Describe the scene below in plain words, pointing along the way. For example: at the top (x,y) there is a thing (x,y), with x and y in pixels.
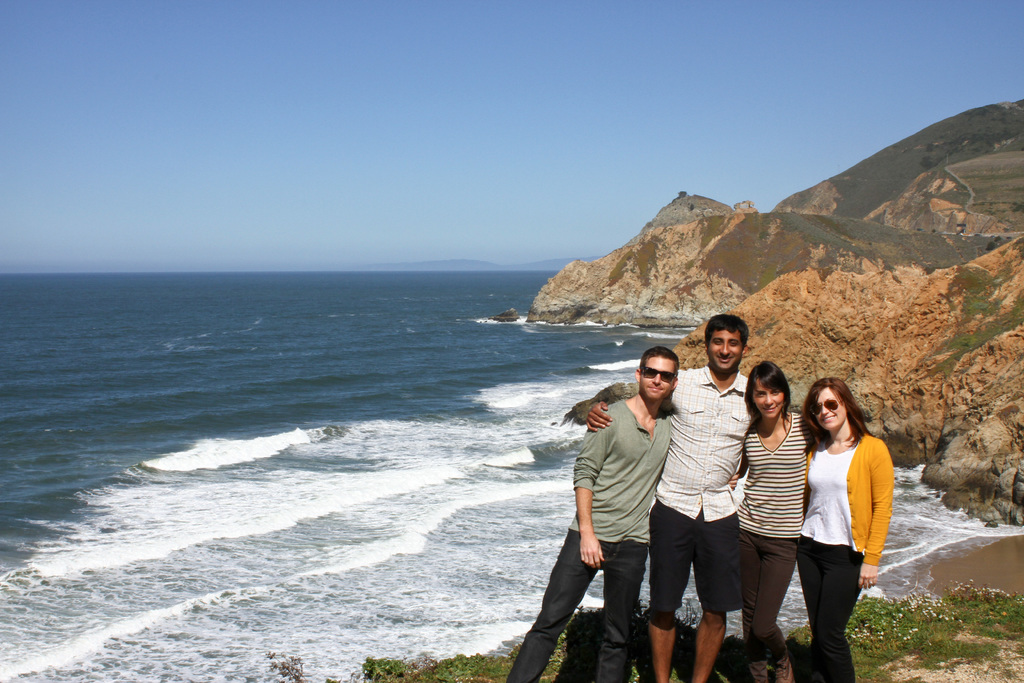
In the foreground of the image (604,532) we can see four people (675,534) are standing and taking photograph. In the middle of the image (400,390) we can see water body (484,331) and mountains (935,264). On the top of the image (637,132) we can see the sky (578,128).
